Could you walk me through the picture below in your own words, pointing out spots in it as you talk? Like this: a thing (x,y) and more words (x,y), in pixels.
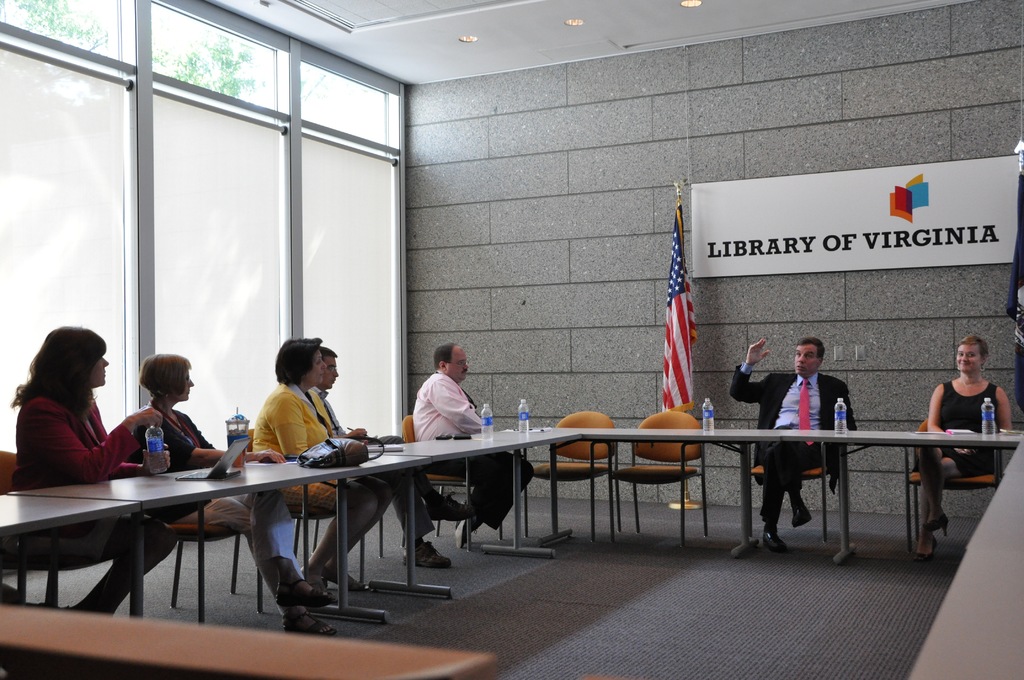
The picture consists of people (418,556) where there are sitting on the chairs (704,508) and in front of them there is a table (27,524) on which water bottles (992,432), laptops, papers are present and behind them there is a flag (686,289) and a wall (588,270) and on the wall (796,161) there is one board (1003,179) kept with some text (889,245) written on it and there is one big window (369,341) where outside the window (117,45) there are trees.
